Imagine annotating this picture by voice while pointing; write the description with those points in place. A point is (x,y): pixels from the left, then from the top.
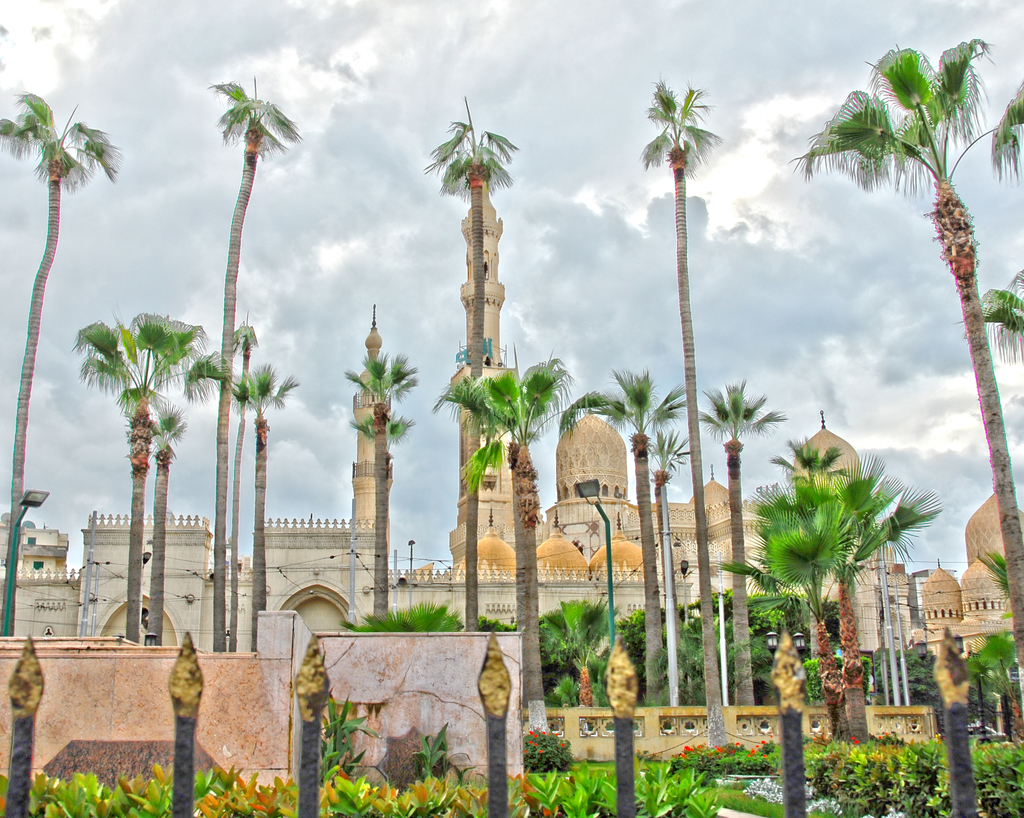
In this picture we can see the iron grills (187,793), plants (531,765), wall (452,699) and poles (667,563). Behind the wall (436,697) there are trees (698,633), buildings (197,544) and the sky (323,266).
